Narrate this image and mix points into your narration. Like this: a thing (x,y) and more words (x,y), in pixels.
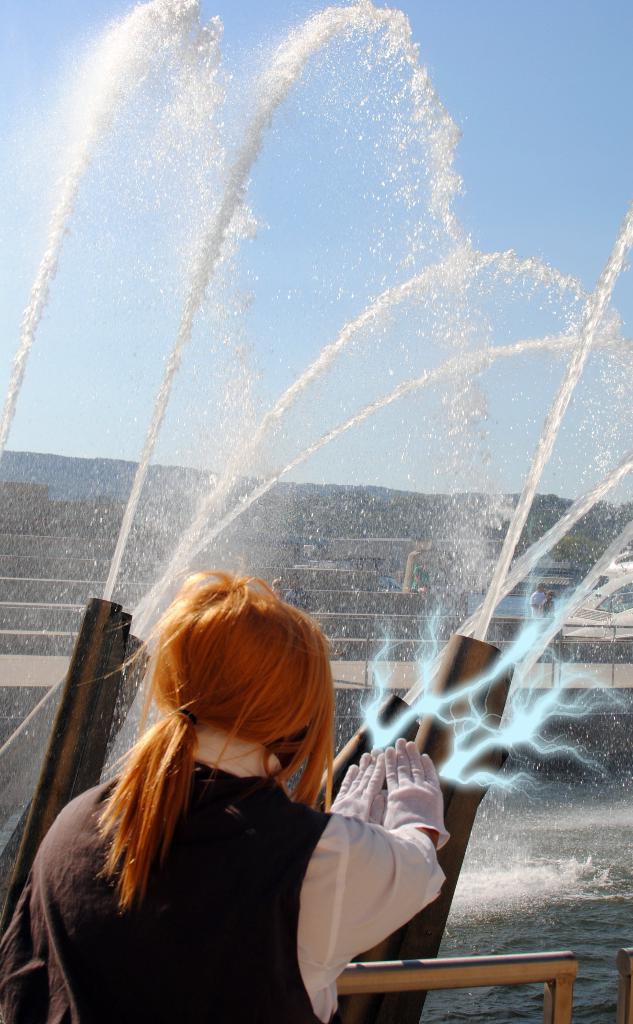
In this picture there is a woman (144,996) at the bottom (165,806) facing backwards. She is putting her hands (415,767) at the wooden structures (477,737) and the water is flowing through them. At the bottom (581,868) there is water (562,867). On the top (376,197) there is a sky (336,301).
